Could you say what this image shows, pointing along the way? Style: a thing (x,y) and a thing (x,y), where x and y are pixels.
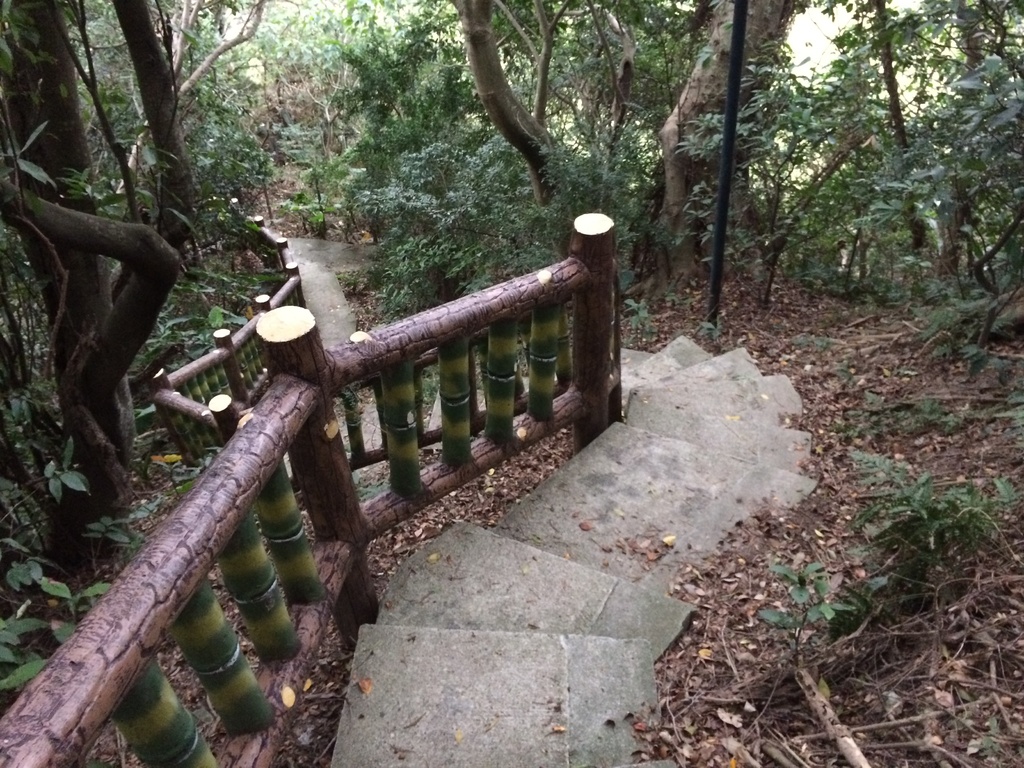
In this image we can see stairs (691,466), shredded leaves (760,677), climbers (859,549), wooden railing (477,311), pole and trees (682,196).
